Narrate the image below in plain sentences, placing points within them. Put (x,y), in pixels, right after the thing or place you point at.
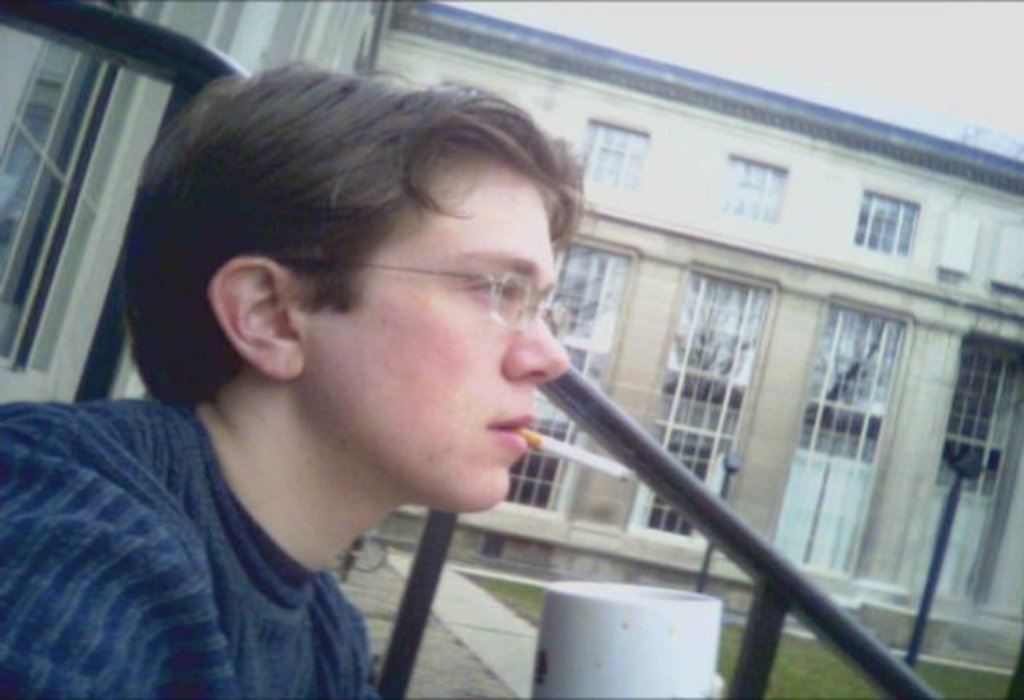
In this image we can see a person (518,253) wearing spectacles (526,305) is holding a cigarette (546,440) in his mouth (501,423). In the background (424,574), we can see metal rods (753,666), group of poles (938,579), building (836,322) with windows (830,405) and the sky (765,57).
